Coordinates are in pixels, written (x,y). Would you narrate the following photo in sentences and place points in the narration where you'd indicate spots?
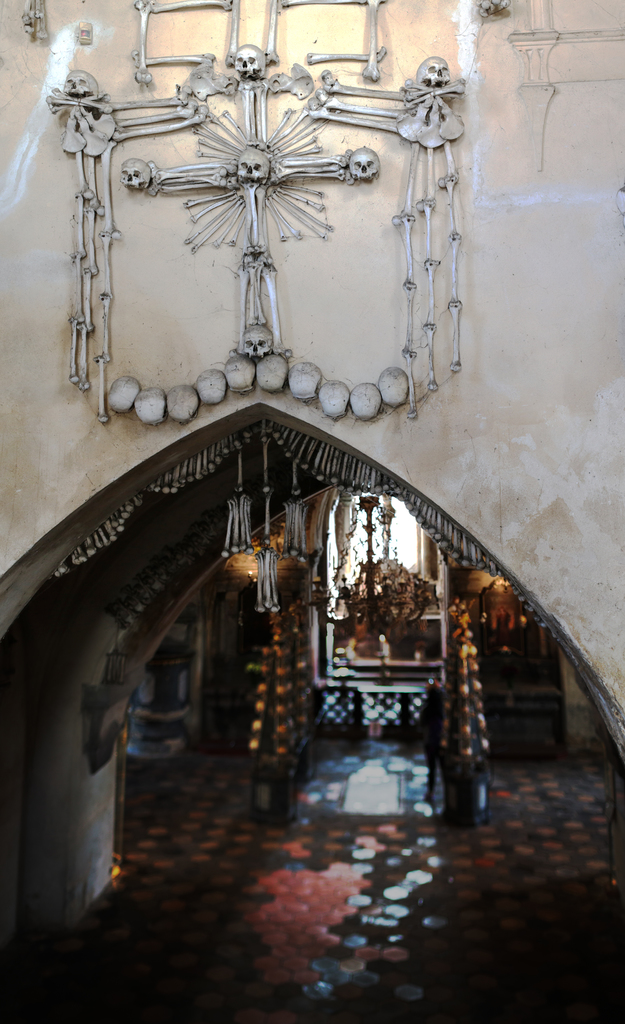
In this image, this looks like a design (92,128) with the skeleton (261,201) on the building wall (485,204). Here is an arch (252,466). I can see few objects (398,702) inside.
